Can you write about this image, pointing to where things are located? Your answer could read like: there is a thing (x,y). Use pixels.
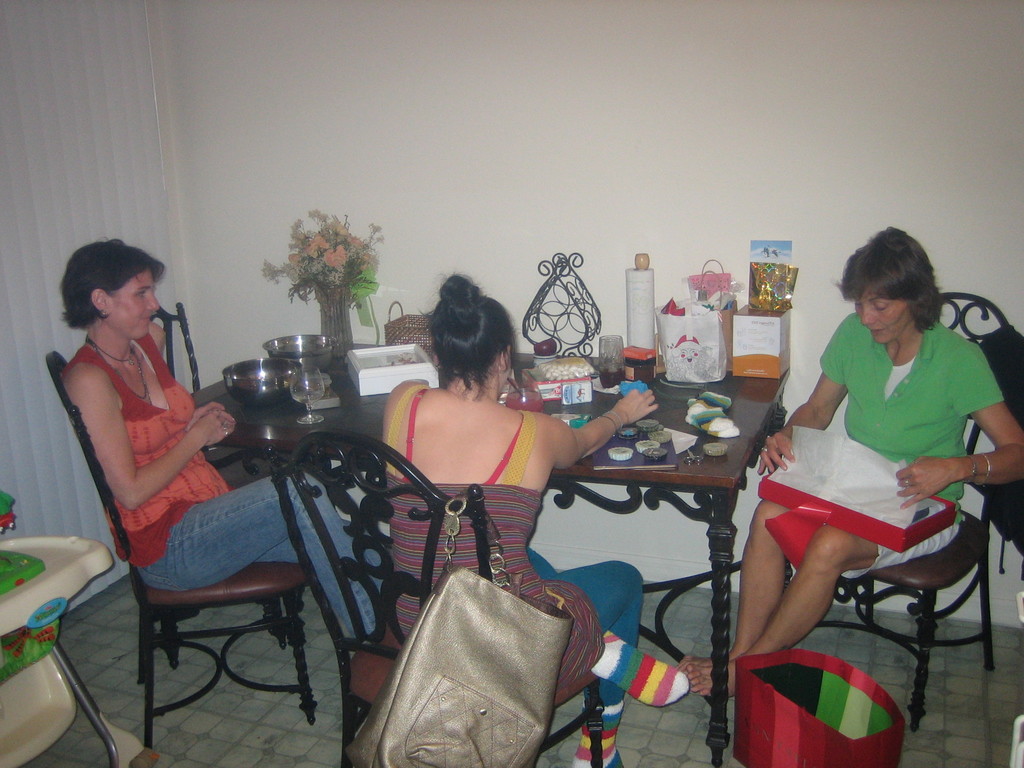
This 3 women (114,310) are sitting on a chair (324,612). On this chair (430,558) a bag (524,620) is hanging. This is a baby sitting chair (7,694). In-front of this woman (103,397) there is a table (262,414), on a table (239,409) there is a bowl (284,356), flower vase (331,329) with flowers (347,263), box (765,371) and things (606,369). On this woman (948,429) lap (839,556) there is a box (904,529). Beside this table (681,396) there is a container (823,742).
